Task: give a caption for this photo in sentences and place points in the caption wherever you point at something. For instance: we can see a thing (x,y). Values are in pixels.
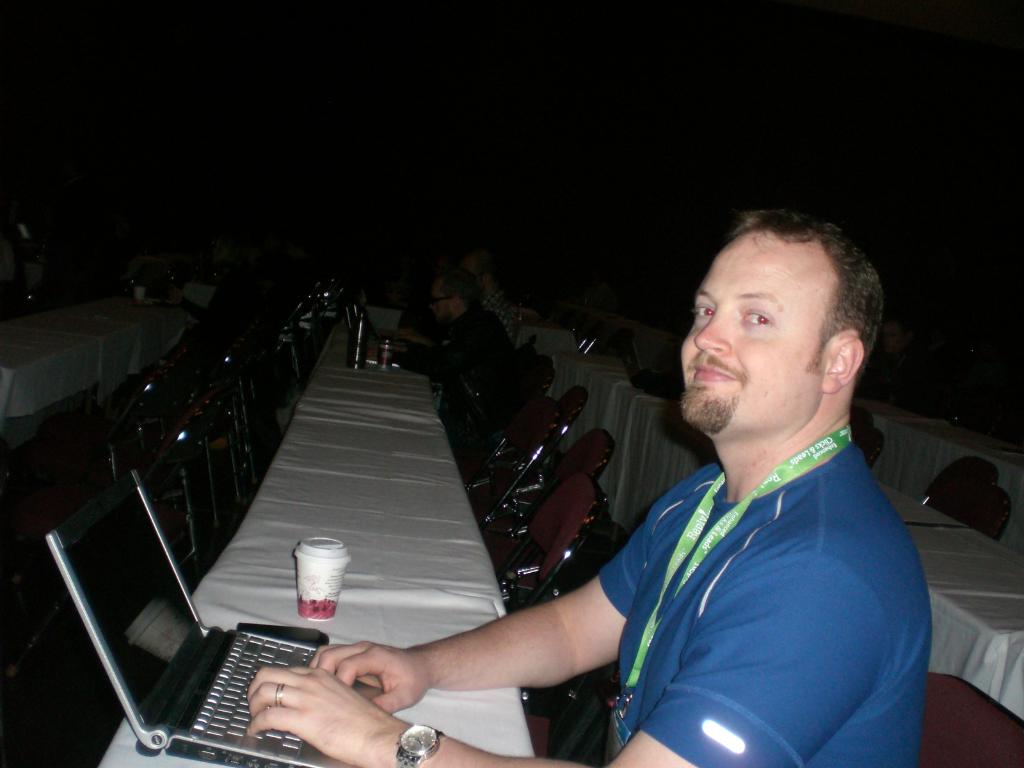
In this image there is a person (359,758) wearing blue shirt (632,650) and there is a laptop (129,549) in the foreground (615,656). There are chairs (245,467), people (487,331), tables (355,488) with objects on them in the background (316,378).
